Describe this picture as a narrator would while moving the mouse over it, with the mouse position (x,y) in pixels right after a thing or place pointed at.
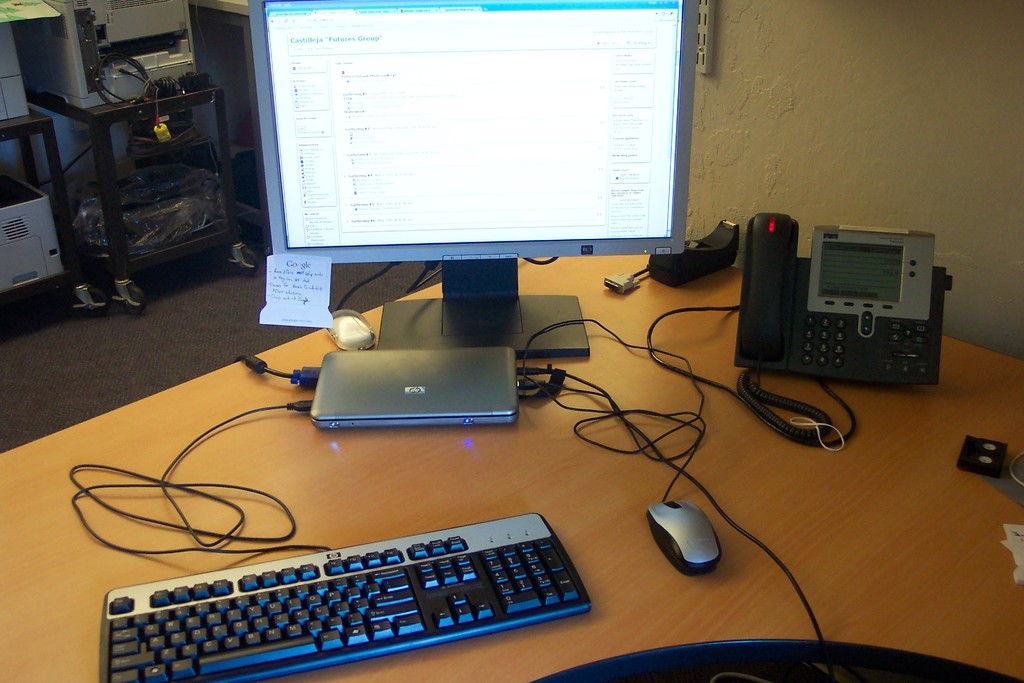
In this picture, this is a table (885,486) on the table (835,472) there are telephone (824,332), mouse (659,528), keyboard (315,590), monitor (440,192), paper (326,278) and some instrument (421,399). Behind the monitor (531,193) there is a wall (763,139) and on the table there are some machines (145,20).
